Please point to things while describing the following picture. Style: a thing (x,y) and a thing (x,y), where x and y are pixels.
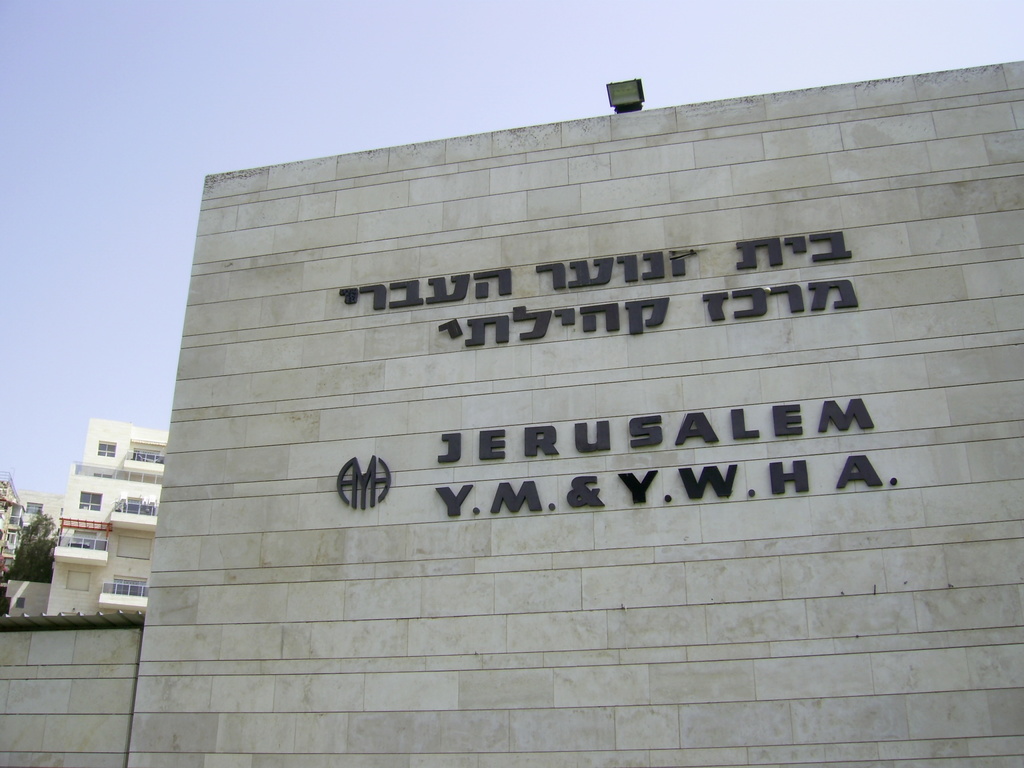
In the center of the image (520,403) there is a wall (608,351). On wall (593,401) some text (502,453) and logo (360,483) are present. On the left side of the image (87,541) we can see some buildings (62,569), trees (26,549) are there. At the top of the image (273,104) we can see a sky (475,94) and light (622,106) are present.
